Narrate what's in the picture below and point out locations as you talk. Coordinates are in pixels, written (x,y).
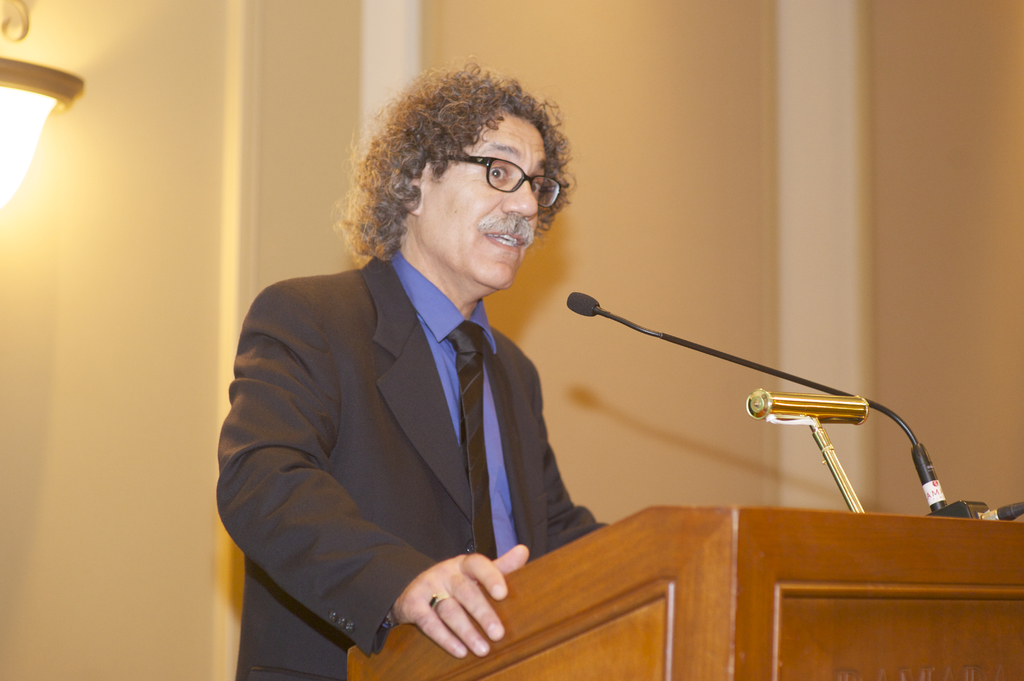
In the image there is a man (530,415) standing in front of a table (647,570) and speaking something and behind the man (477,325) there is a wall (226,84) and on the left side (25,126) there is a light (58,93) attached to the wall (284,101).
